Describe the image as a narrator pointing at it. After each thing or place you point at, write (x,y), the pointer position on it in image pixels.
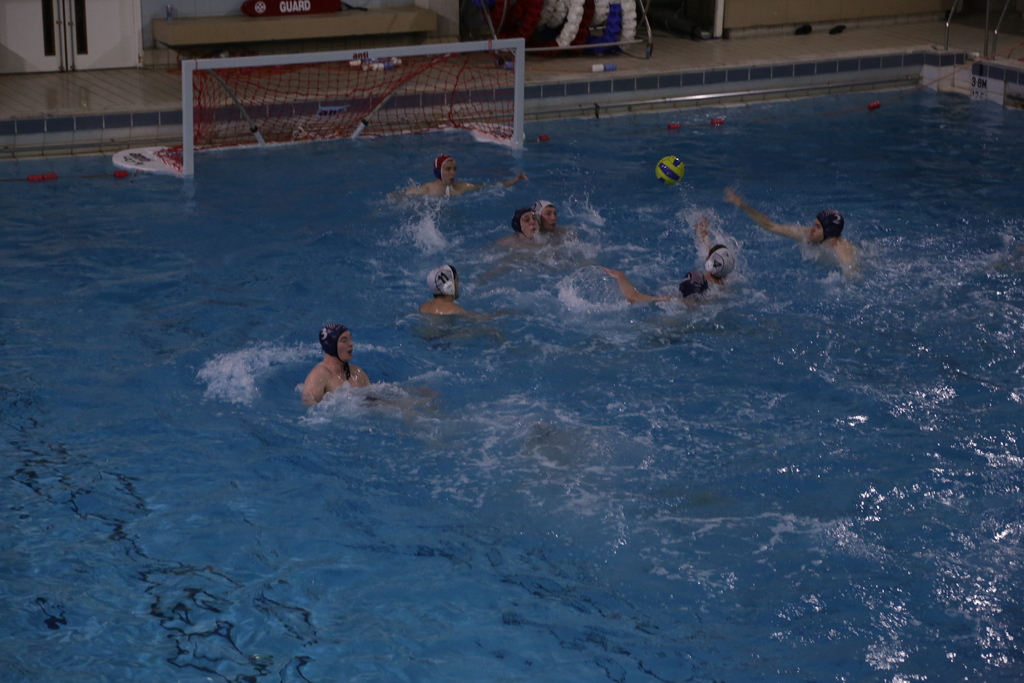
There is a group of people (558,235) are playing in a swimming pool (388,235) as we can see in the middle of this image (354,281). We can see a net (426,80) and other objects (810,33) in the background (344,62).
